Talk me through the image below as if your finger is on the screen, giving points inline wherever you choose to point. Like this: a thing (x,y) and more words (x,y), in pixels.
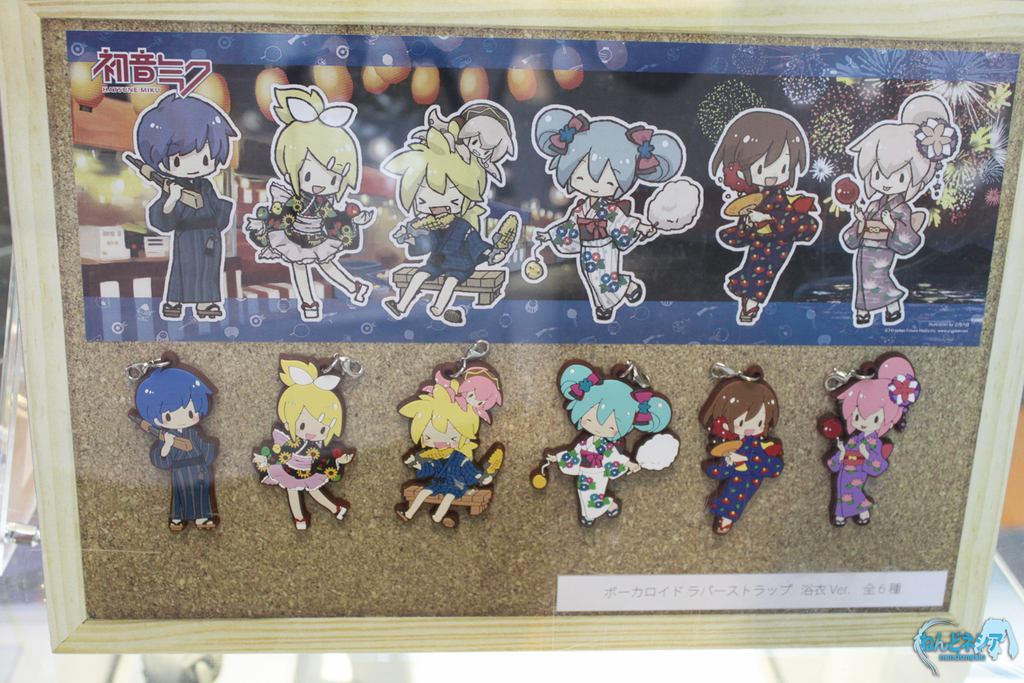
In this image there is a board (66,86) with wooden frame (618,643). The cartoon photos (457,249) are pasted on the board (626,496).
